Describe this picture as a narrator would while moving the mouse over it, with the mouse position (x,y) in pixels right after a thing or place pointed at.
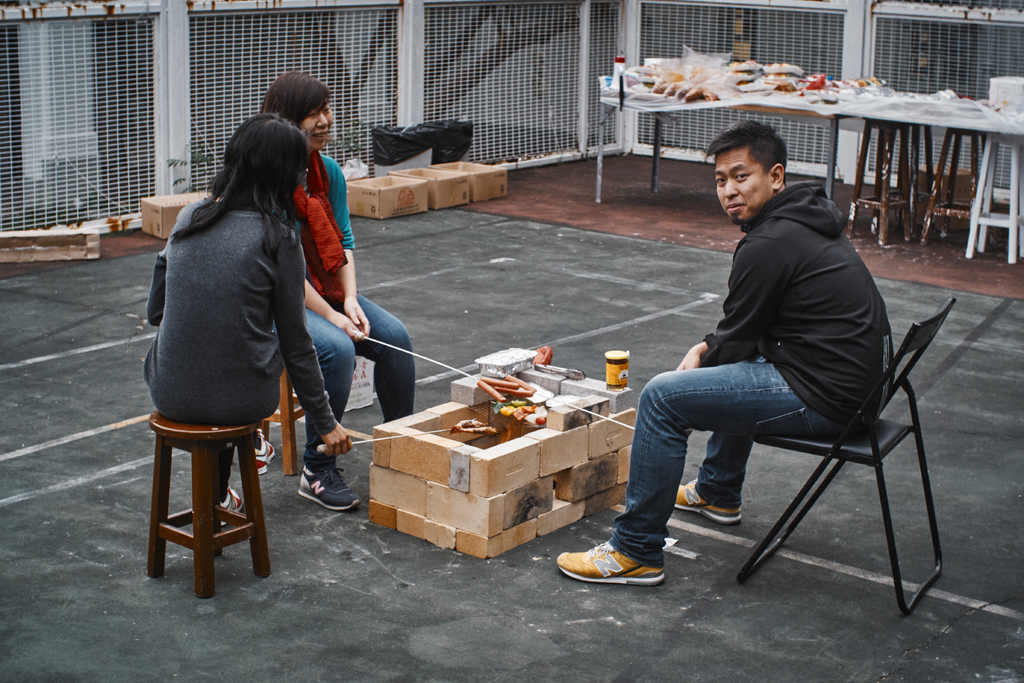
This is a picture where we have three people (236,343) sitting on the stools (238,455) in front of the bricks (595,401) and around them there is a table (752,83) on which we have some things (703,79).
